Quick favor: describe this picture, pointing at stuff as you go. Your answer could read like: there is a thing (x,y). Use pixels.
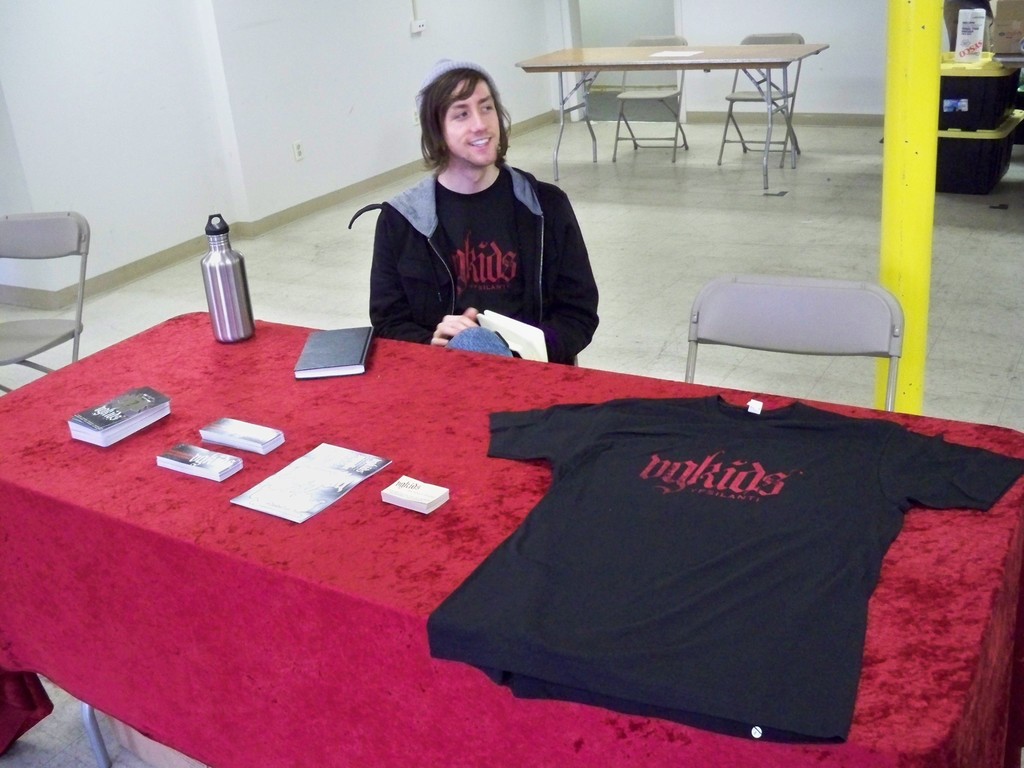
In this image I can see a table (77,558) with red tablecloth (435,425) on it. Here I can see a black t shirt (555,580) and also a man (441,232) in black jacket (408,232). I can see a smile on his face (470,144). In the background (585,110) I can see few chairs (783,39) and a table (707,60).
